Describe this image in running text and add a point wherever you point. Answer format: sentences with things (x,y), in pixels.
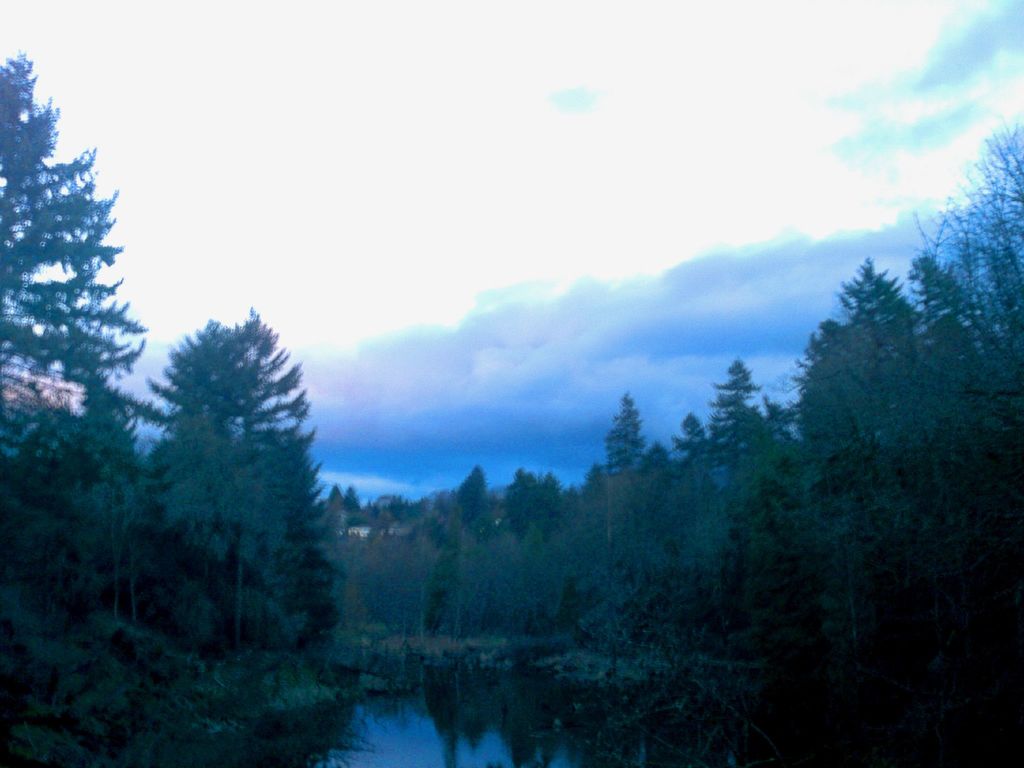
Here in this picture, in the front (416,695) we can see water (416,695) present over a place (500,695) and we can also see grass (212,729), plants (353,652) and trees (297,631) present on the ground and we can see clouds (563,311) in the sky (463,264).
